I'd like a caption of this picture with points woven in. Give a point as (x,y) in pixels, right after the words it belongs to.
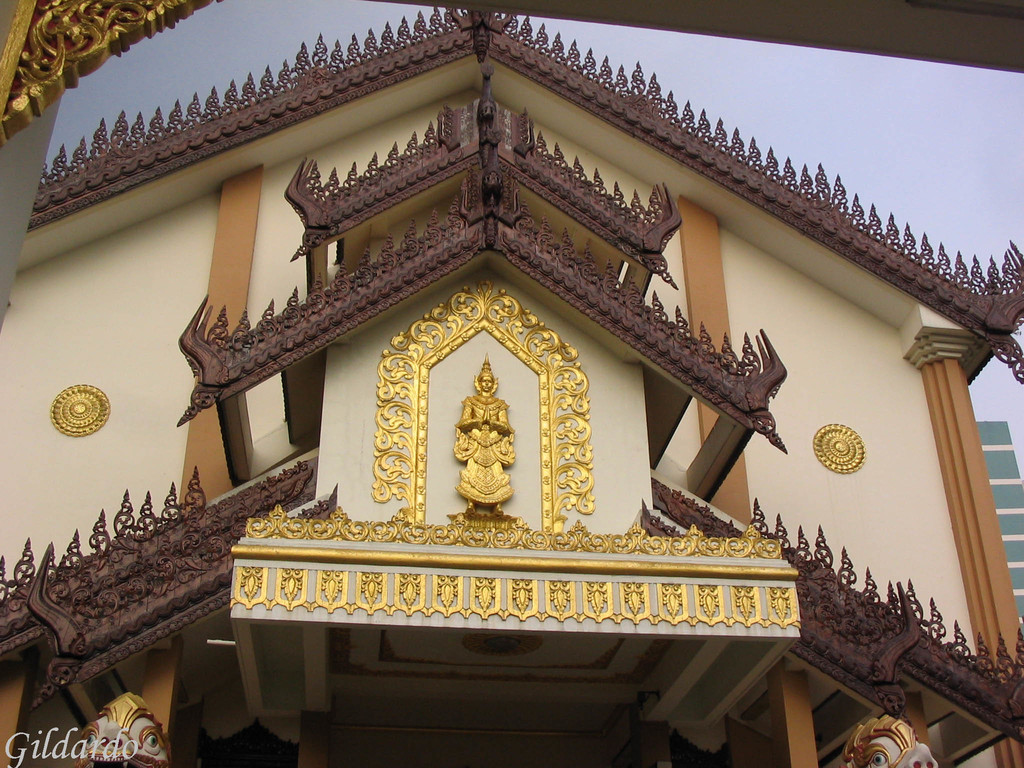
It seems like an architecture (618,181) where we can see sculpture (462,482) on it and two statues (893,749) at the bottom of the image (878,755). At the top (912,99) there is the sky (920,110).
